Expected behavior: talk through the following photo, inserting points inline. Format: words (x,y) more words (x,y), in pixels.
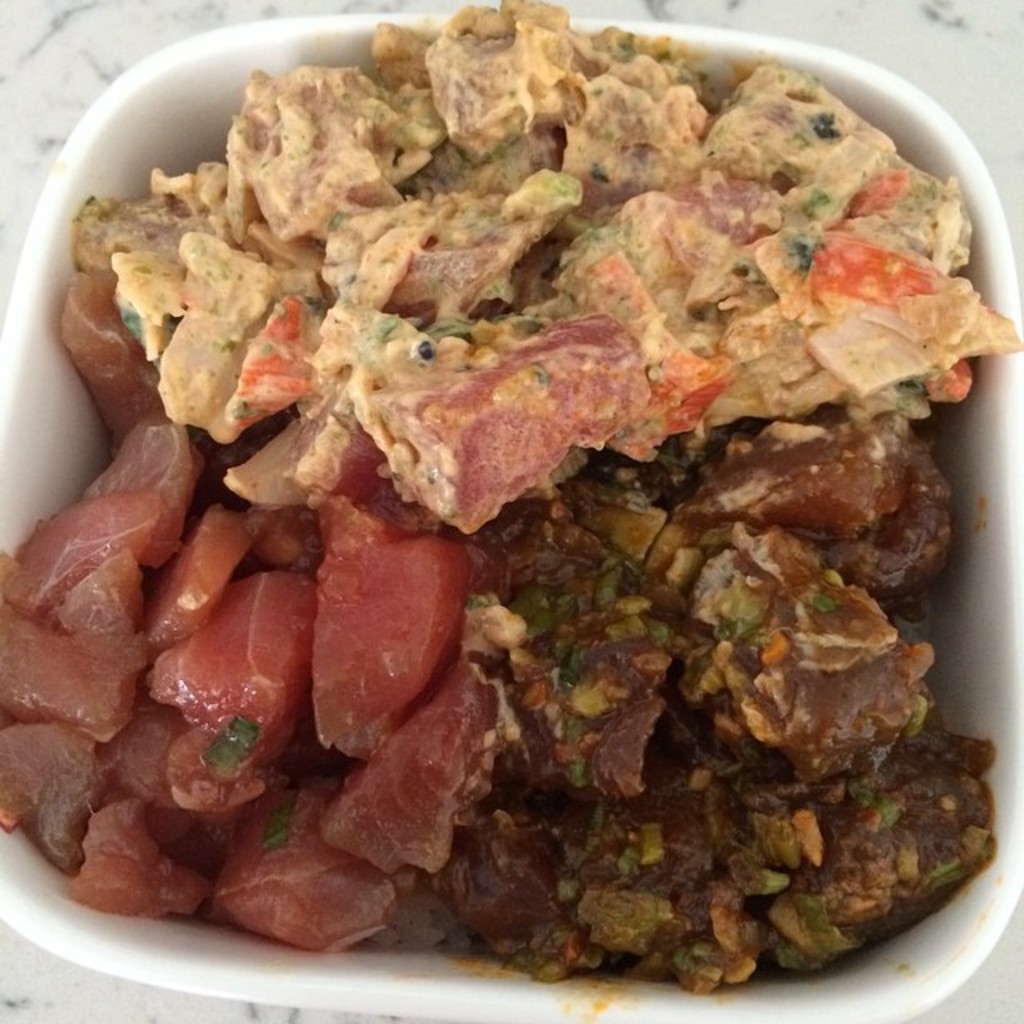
In this picture we can see some different types of meat (63,534) kept in a bowl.
